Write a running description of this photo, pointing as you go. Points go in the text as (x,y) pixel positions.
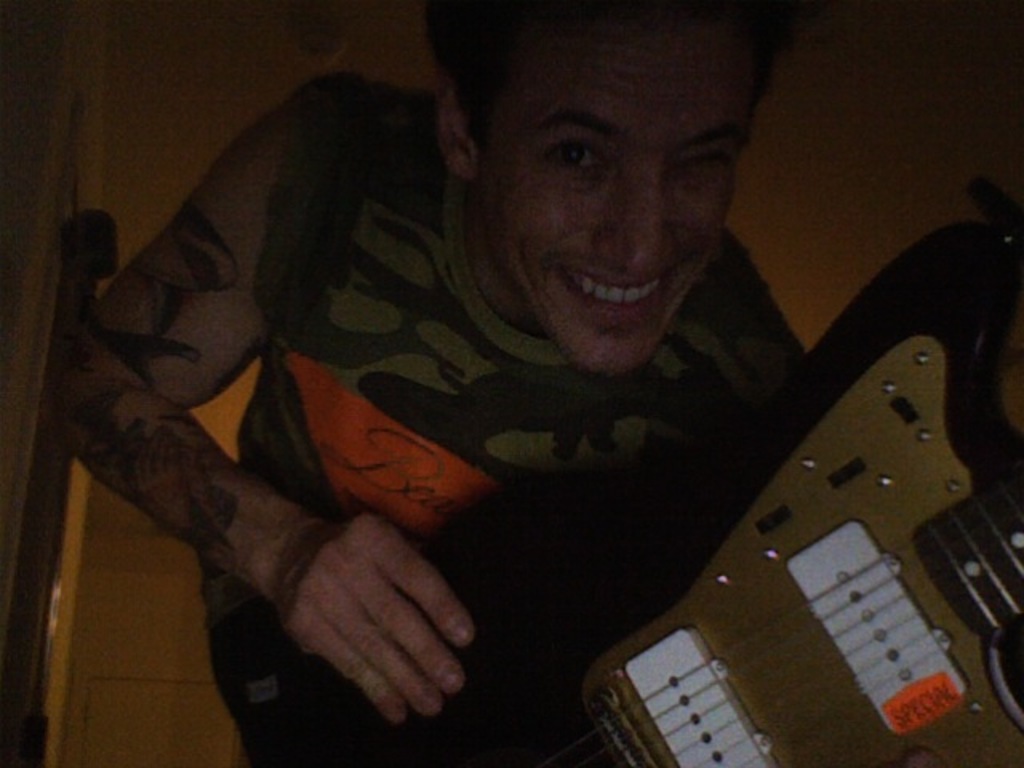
In this picture there is a man (441,348) who is holding a guitar (671,552) and smiling.
